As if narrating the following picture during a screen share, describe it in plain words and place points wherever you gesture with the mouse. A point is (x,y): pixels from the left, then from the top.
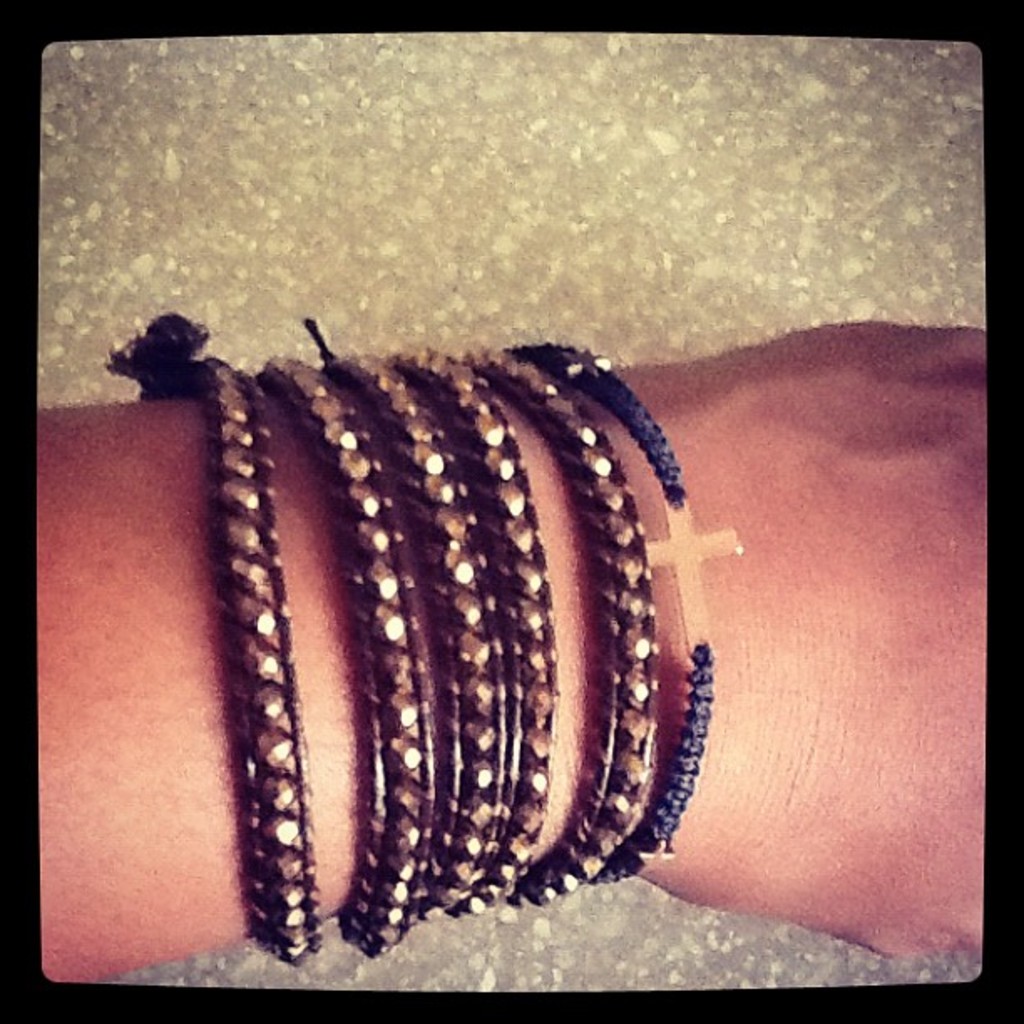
In this picture, we can see hand (789,402) of a person (52,849), and we can see some bands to the hand (61,860).
